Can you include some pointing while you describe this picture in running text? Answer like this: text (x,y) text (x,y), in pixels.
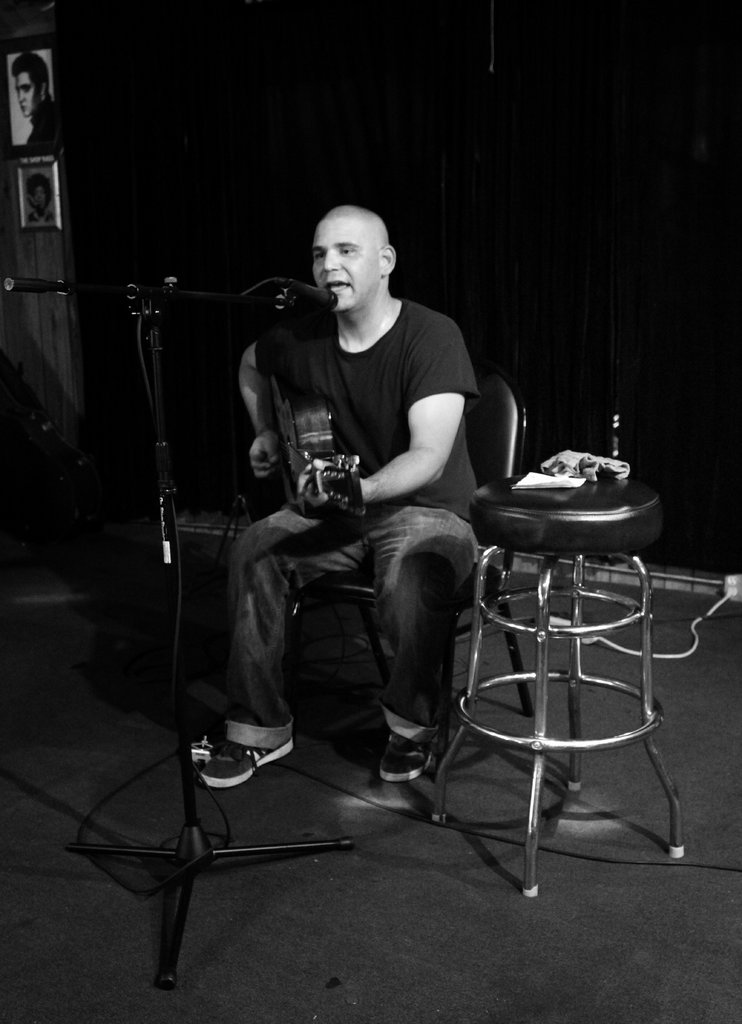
In the center of the image (391,407) we can see a man (391,407) sitting and playing a guitar (306,441), before him there is a mic (323,301) placed on the stand (155,291), next to him there is a stool (544,572) and we can see a paper (570,485) and a cloth (593,469) placed on the stool (580,575). In the background (25,192) there is a wall (13,229) and there are photo frames (53,201) placed on the wall (13,191).
